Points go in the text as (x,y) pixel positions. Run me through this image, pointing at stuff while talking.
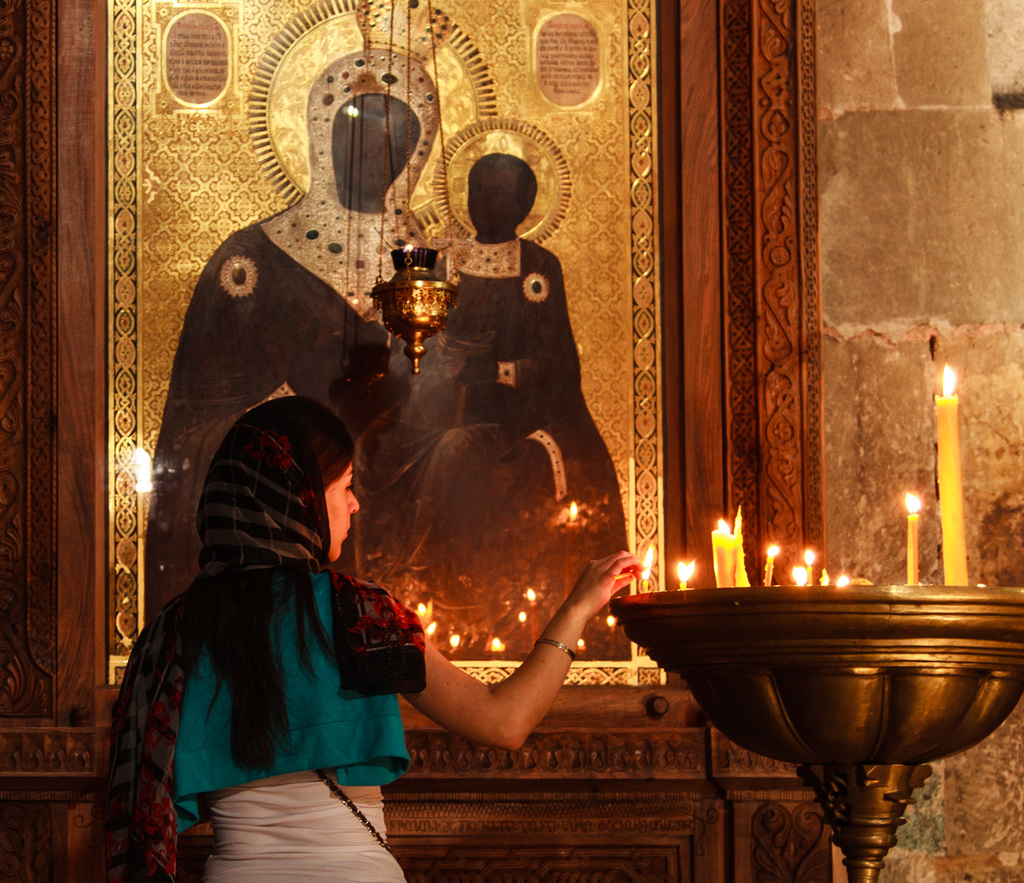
There is a woman (218,726) in a hall (890,275) and she is lighting the candles (954,522) on a stand (835,621) beside her, in front of the woman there is a frame (131,182) and there are two images (389,256) in the frame (45,424) with a golden background (242,40).
